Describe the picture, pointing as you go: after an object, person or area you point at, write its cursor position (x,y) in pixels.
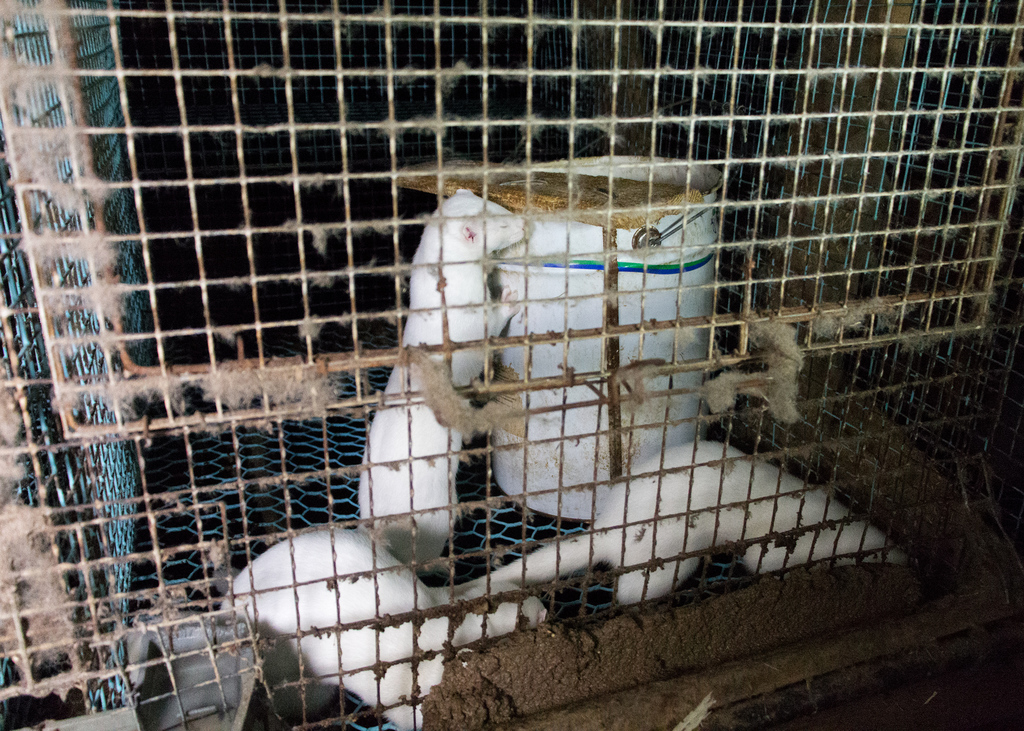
In this image we can see animals (387,579) in the cage (653,393) and there is a bucket (637,414).
